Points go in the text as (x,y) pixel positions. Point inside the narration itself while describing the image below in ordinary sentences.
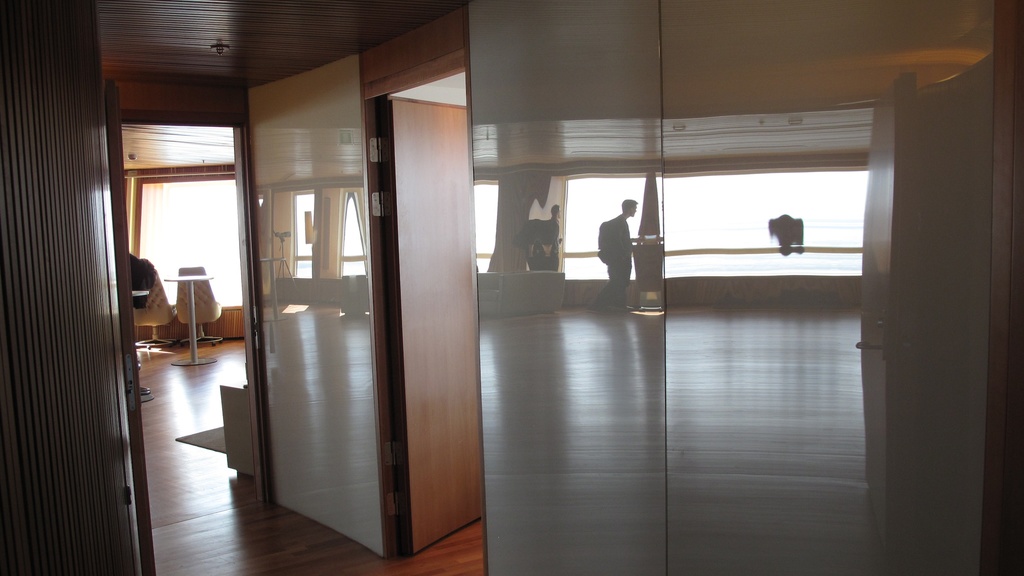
In this image I can see floor (196,406), standing table (191,290), two chairs (201,299) and a reflection (599,251) of a person (612,259).
